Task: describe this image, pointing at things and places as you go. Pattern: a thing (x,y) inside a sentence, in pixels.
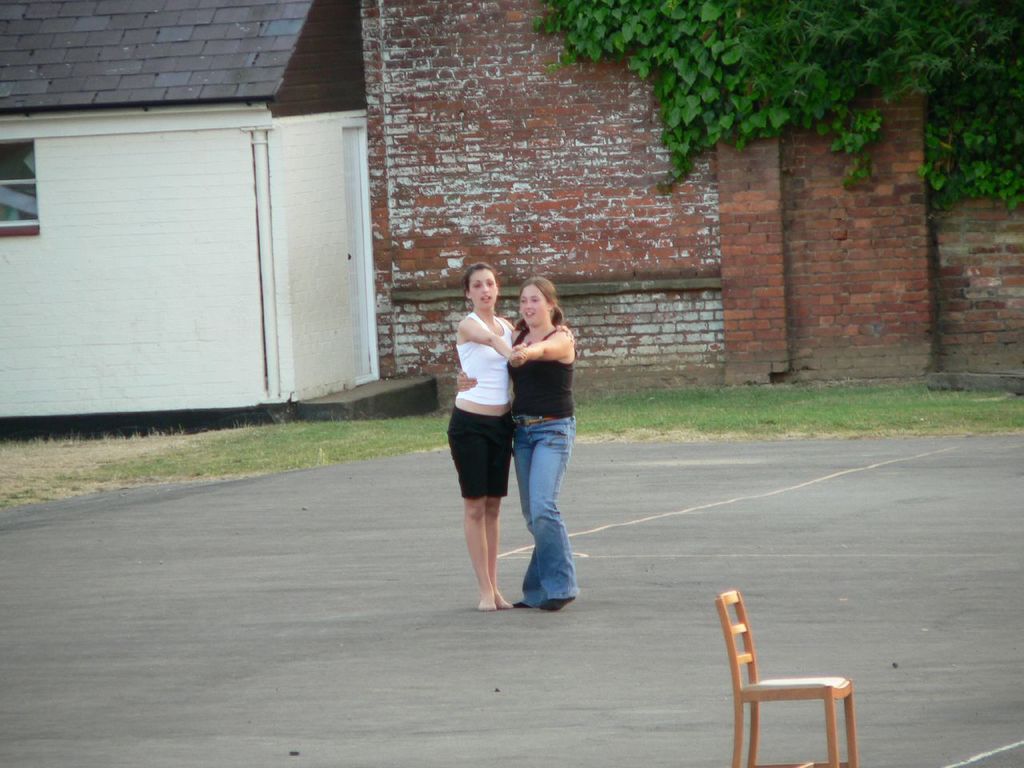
Two women (473,277) are dancing in a parking lot (453,505).
